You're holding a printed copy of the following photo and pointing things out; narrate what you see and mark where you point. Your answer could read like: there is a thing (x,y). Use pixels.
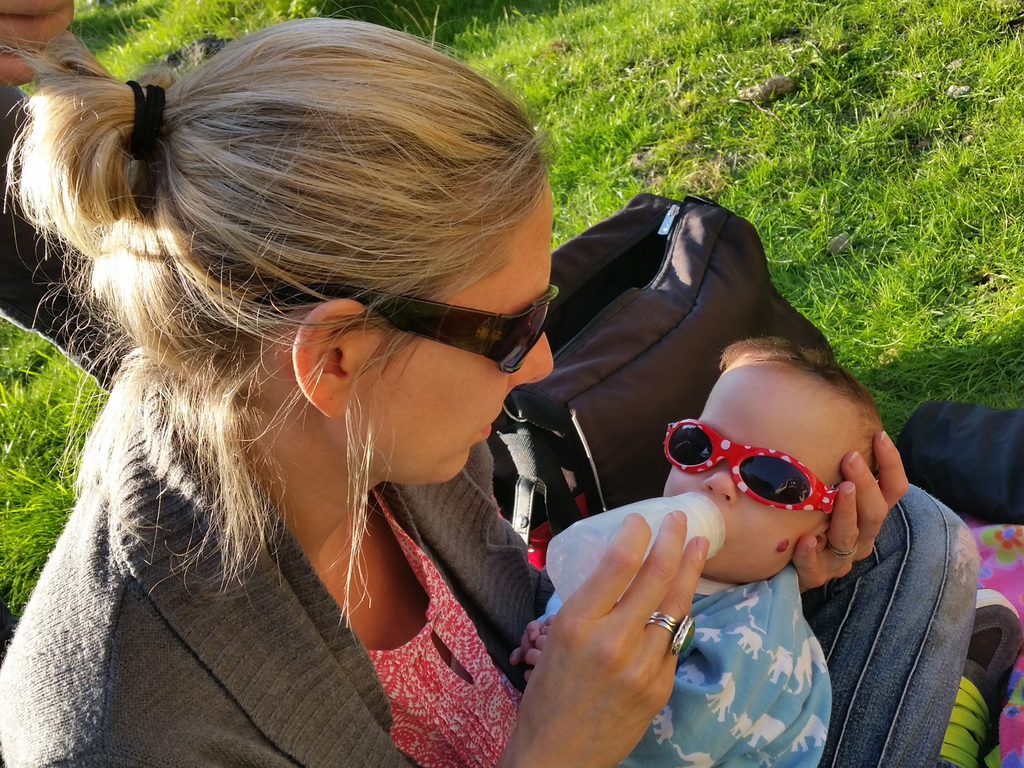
In this image I can see a woman (244,583) is sitting and feeding a baby (742,593). I can see a milk bottle (608,538) in her hand (628,524). Beside her there is a black color bag (617,372). On the right side (1010,577), I can see a cloth (996,564) which is in pink color. At the back of this woman (191,455) I can see another person (12,267) standing. On the top of the image (541,63) I can see the grass (754,72) in green color.
